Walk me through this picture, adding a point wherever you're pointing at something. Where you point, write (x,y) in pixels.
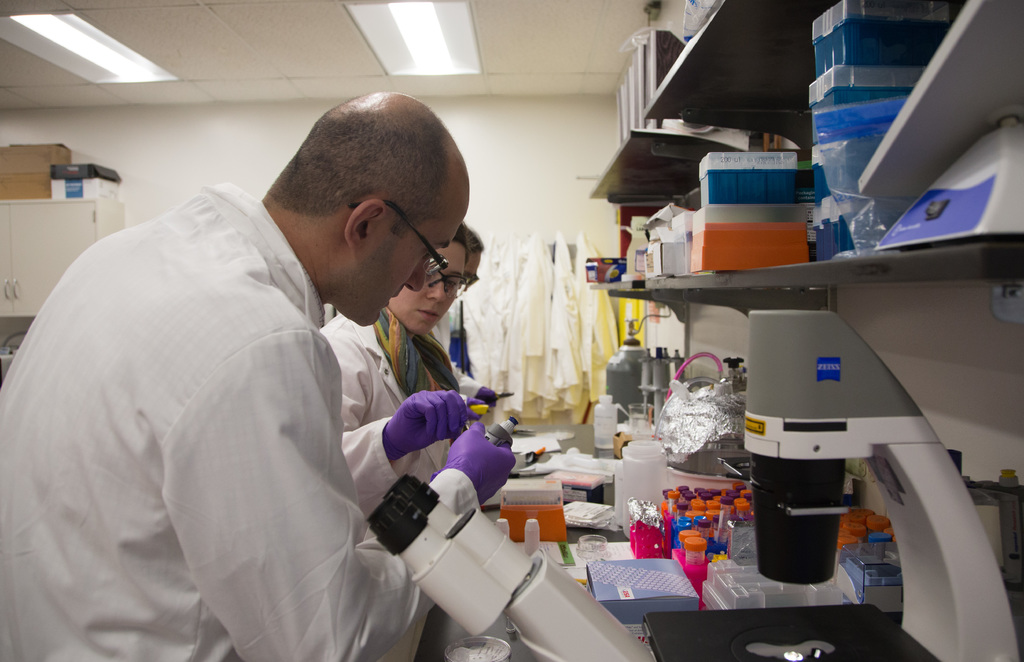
This picture is clicked inside the room (779,312). On the right (781,74) we can see the racks (684,193) containing boxes (702,171) and some other items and we can see an electronic device (824,378), bottles (698,549) and many other objects (608,514) are placed on the top of the table (499,622). On the left (319,446) we can see the group of persons (376,417) holding some objects (478,412) and standing. At the top (234,40) there is a roof (282,56) and the ceiling light (454,24). In the background (268,140) we can see the wall (192,155) and we can see the clothes (533,277) hanging on the wall (537,226) and we can see the boxes (104,167) and a cabinet (11,277) and many other objects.
